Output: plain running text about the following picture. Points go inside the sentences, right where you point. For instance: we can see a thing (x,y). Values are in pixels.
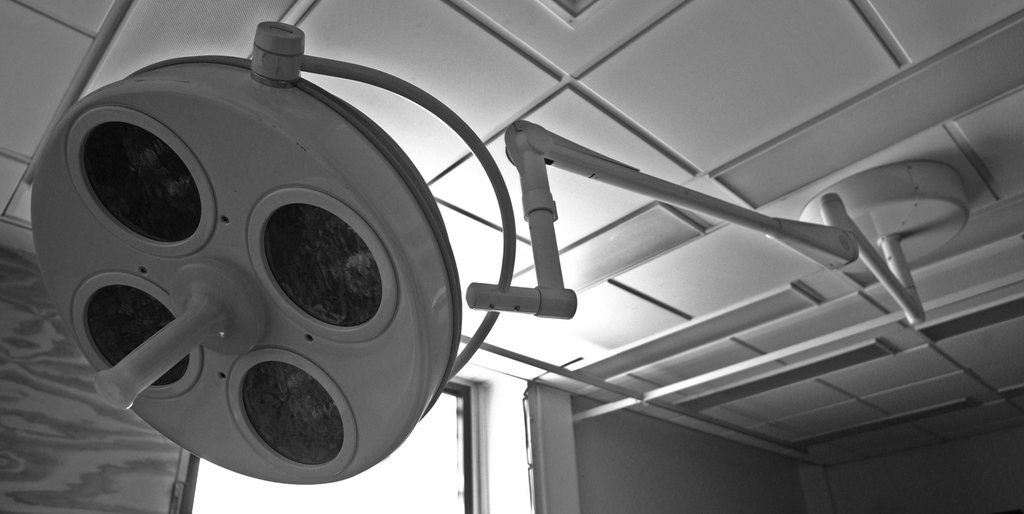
In this picture there is an object (286,251) attached to a stand (548,228) which has four lights (295,238) on it and there is a roof wall (691,87) above it.
